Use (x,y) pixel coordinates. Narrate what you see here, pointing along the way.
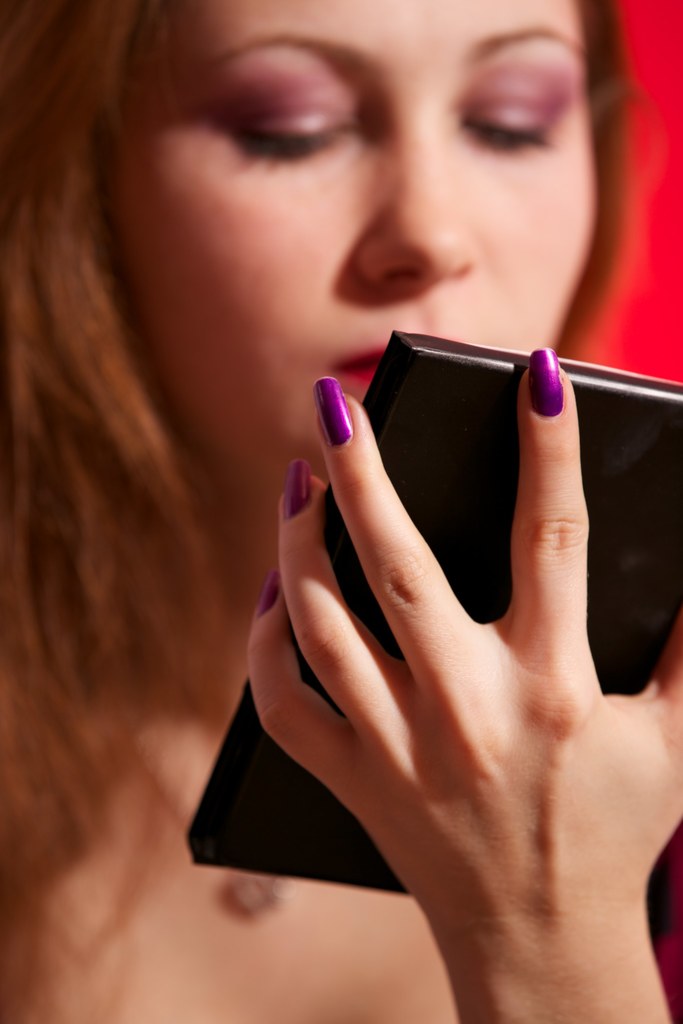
In this picture we can see a woman (178,183) holding an object (431,402) with her hand (305,510) and in the background (603,347) we can see red color.
